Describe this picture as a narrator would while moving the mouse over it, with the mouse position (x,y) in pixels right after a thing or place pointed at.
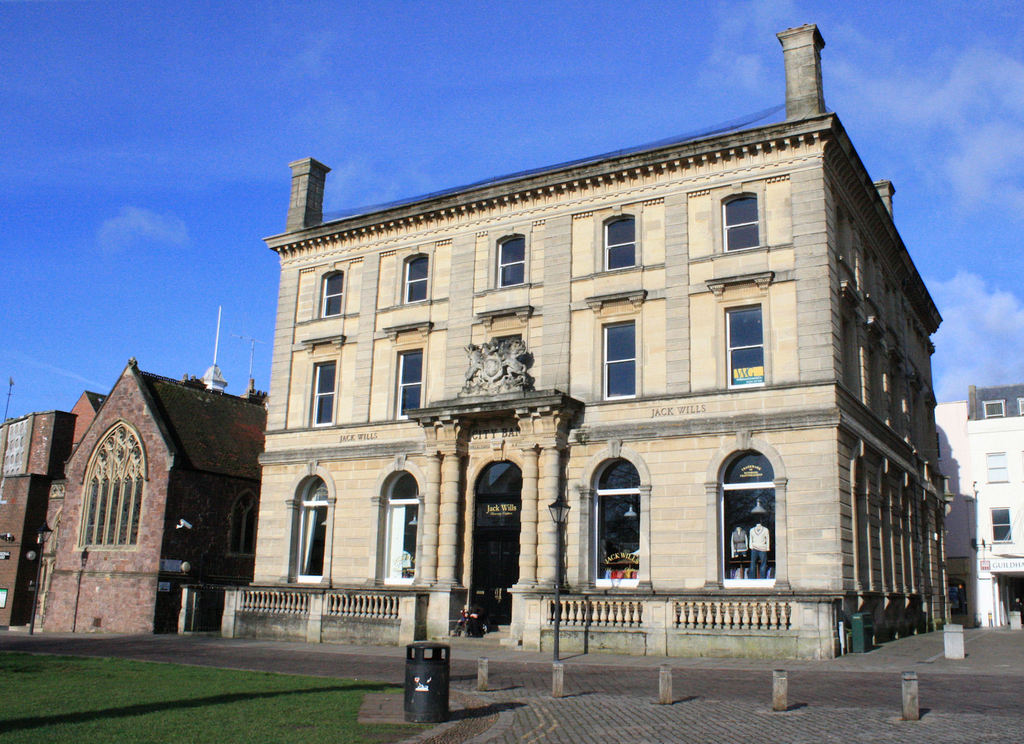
In the foreground of the picture (636,677) there are grass (191,685), pavement (595,711) and dustbin (430,664). In the center of the picture (446,482) there are buildings (811,518). At the top (416,85) it is sky (505,76).
